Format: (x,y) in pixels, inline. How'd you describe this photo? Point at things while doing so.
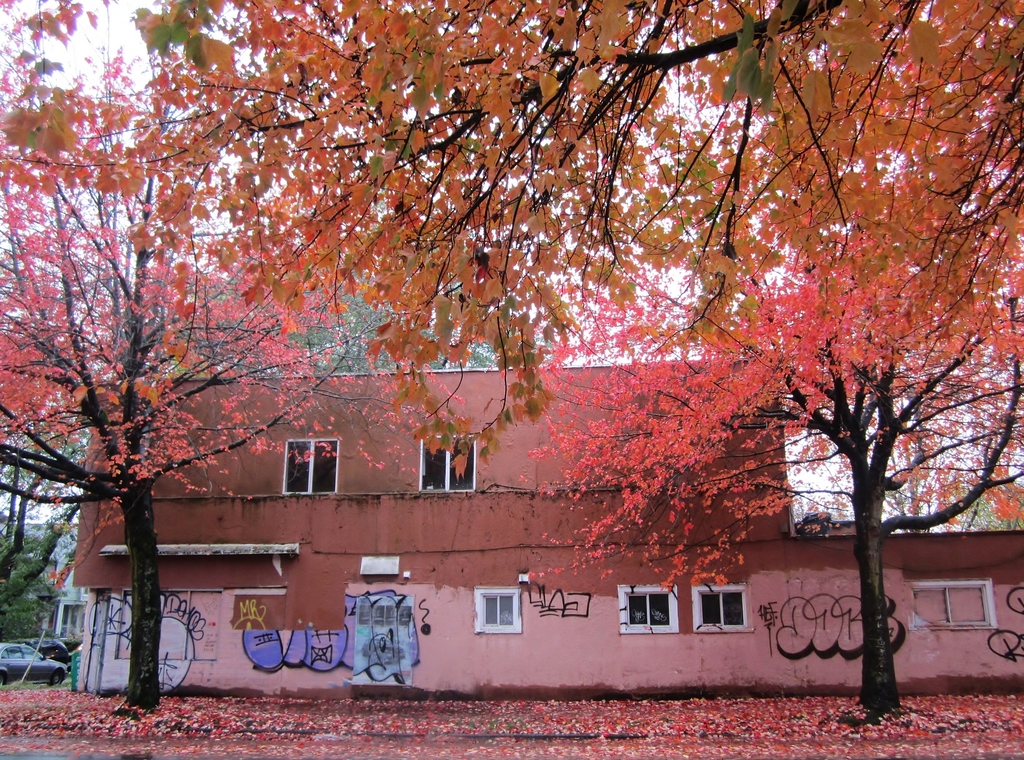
In this picture I can see the building (625,616). In the center (626,338) I can see the pink color leaves (661,338) on the trees (674,344). In the bottom left corner (12,665) I can see the cars (47,659) which parked near to the dustbin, trees (35,633), plants (22,618), grass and building (57,598). In the top left (148,59) I can see the sky (135,55).
